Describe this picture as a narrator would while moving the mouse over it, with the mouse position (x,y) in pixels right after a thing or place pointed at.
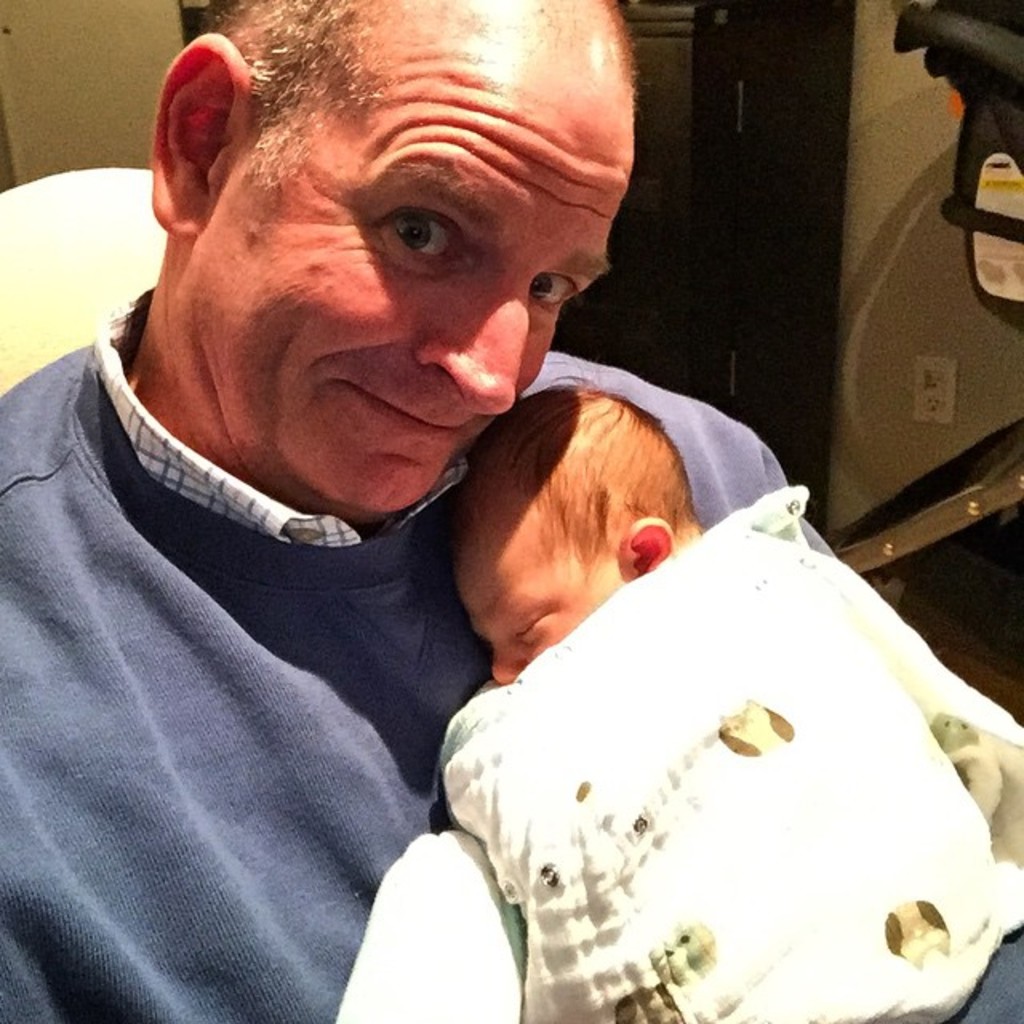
In this image there is a person (475,642) holding a baby (581,966). In the background of the image (71,31) there is wall (860,296).
